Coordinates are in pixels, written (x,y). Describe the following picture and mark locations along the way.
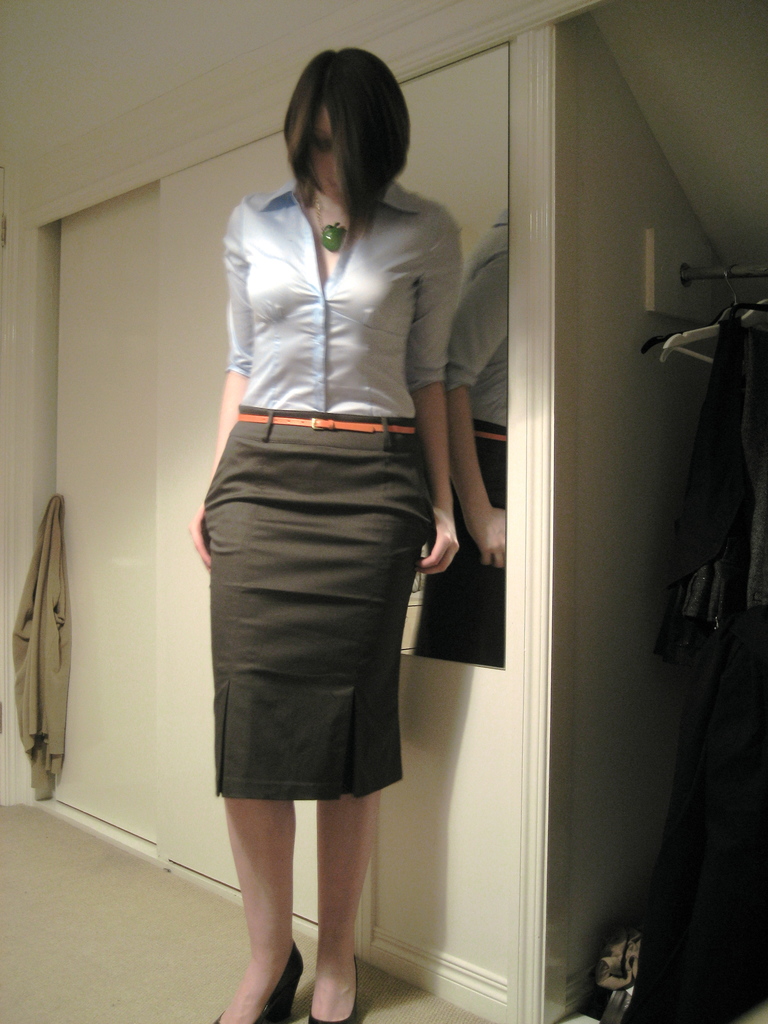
In this image we can see a woman (325,638) standing on the floor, clothes (55,496) hanged to the hangers (683,336) and cupboard (113,632).
